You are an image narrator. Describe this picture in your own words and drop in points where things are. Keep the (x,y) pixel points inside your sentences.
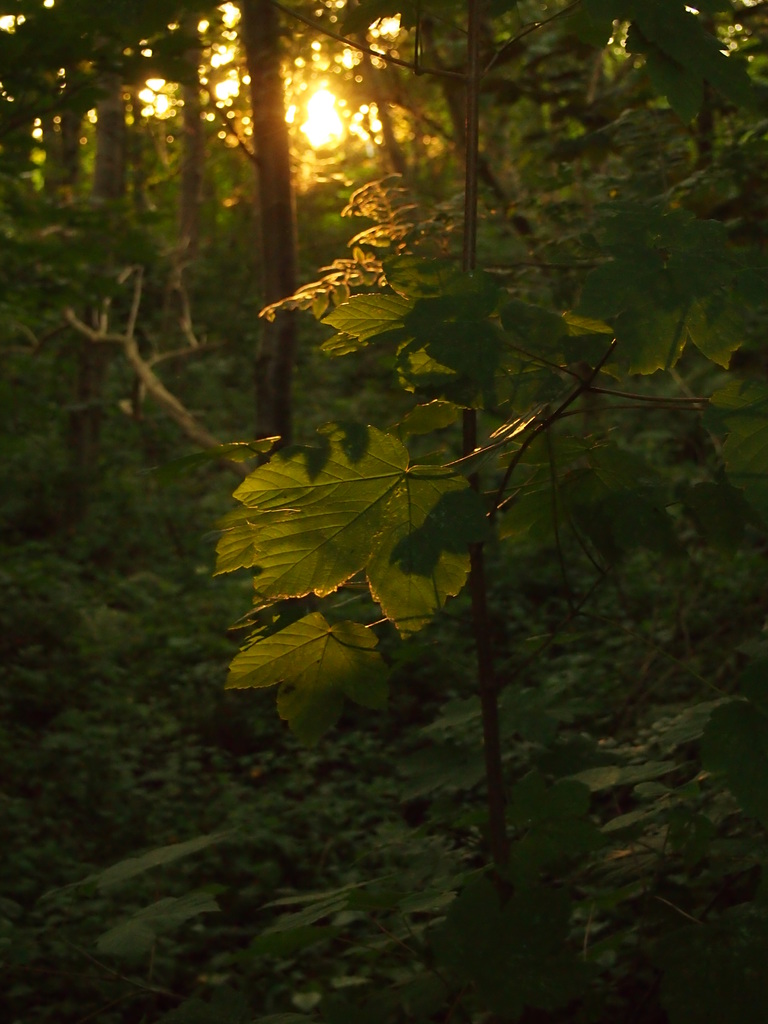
In front of the picture, we see a tree (307,305). In the background (343,79), there are trees (383,79) and we see the sun (318,118) in the background (312,107). This picture might be clicked in the forest (472,301).
